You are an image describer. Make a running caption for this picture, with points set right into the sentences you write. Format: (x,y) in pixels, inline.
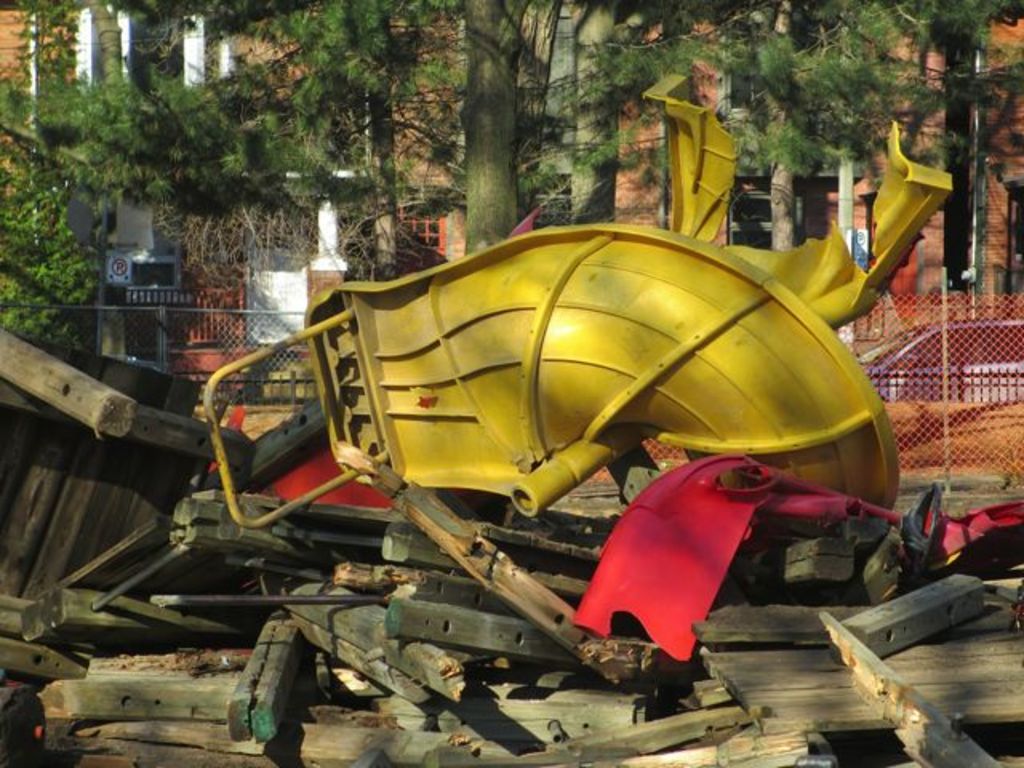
In this image, we can see a scrap (337,386). There are tree (177,100) in front of the building (231,49). There is a mesh (901,310) on the right side of the image (982,438).
